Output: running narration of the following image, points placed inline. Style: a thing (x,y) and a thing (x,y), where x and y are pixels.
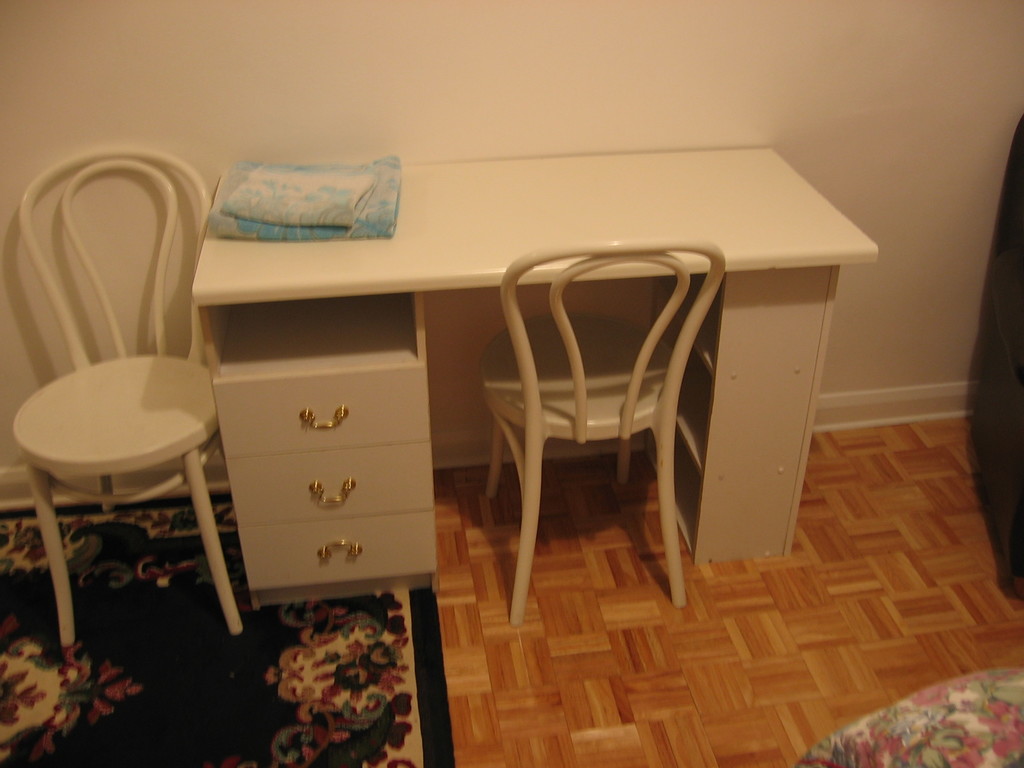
In this picture we can see inside view of the room (360,390). In the front (420,273) there is a white table (397,528) and chairs (567,420). In the front (353,672) bottom side there is a blue carpet (386,720) on the wooden flooring (759,620). Behind there is a white wall (322,66).
